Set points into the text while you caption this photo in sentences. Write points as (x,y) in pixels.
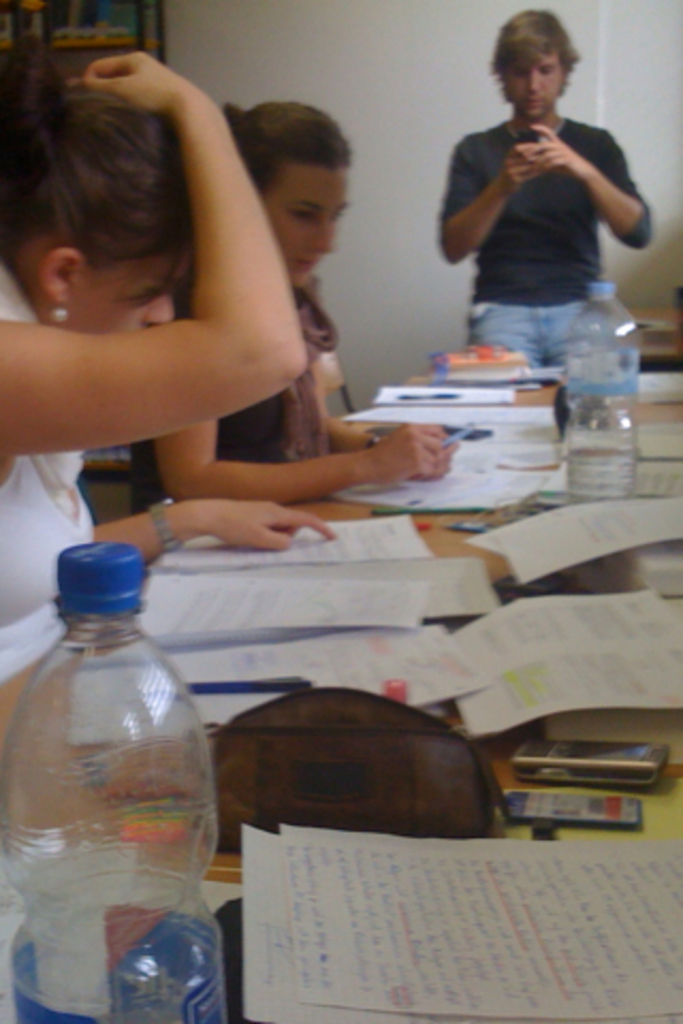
Two girls (44,597) are sitting in the chairs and looking into the books (485,461). A man (571,291) is at the right (580,300).
